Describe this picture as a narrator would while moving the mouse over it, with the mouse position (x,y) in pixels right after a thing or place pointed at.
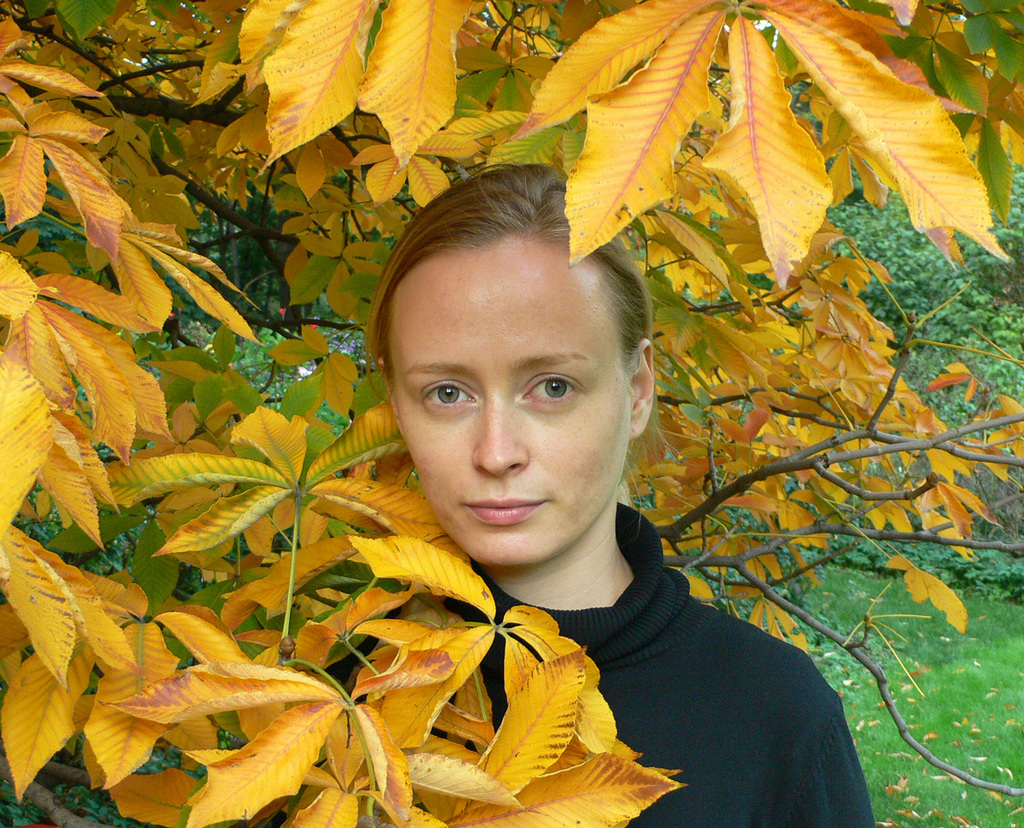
The girl (705,671) in black sweater (690,679) is standing beside the tree (159,508). The leaves (208,508) of this tree (269,465) are in yellow color. In the right bottom of the picture (920,707), we see grass (938,729). There are many trees (978,313) in the background (1010,322).
